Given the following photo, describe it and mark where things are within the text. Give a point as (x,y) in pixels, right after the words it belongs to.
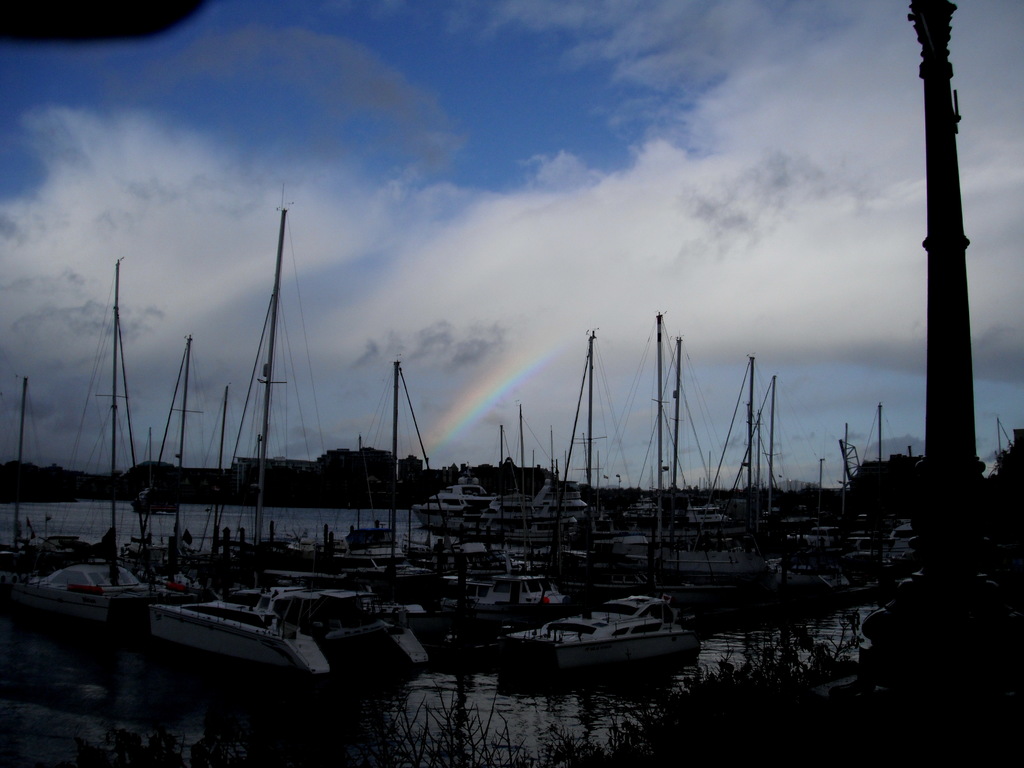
In this image we can see some boats (629,601) on the water (197,719) and it looks like a harbor (909,534) and there is a pole (931,492) on the right side of the image (941,108). We can see some buildings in the background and at the top (417,108) we can see the sky (858,398) with clouds (975,19) and rainbow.
